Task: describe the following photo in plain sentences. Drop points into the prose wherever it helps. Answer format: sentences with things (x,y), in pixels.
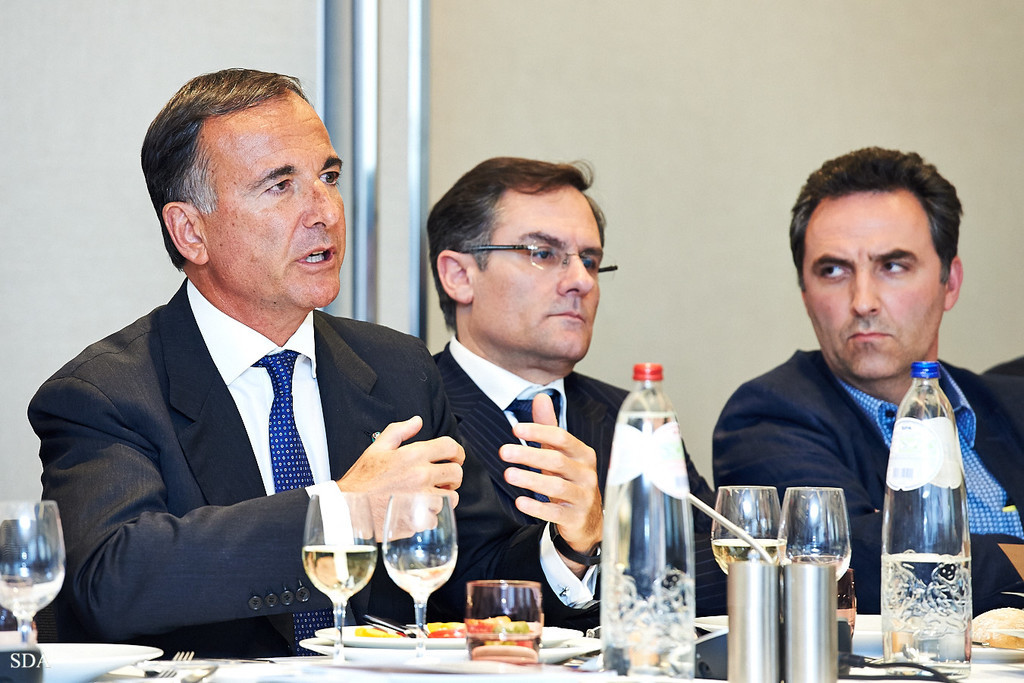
The person (256,438) in left (253,452) is sitting and speaking and there are two other persons (878,395) sitting beside him and there is a table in front of them which has water bottles (949,518), glasses (481,598) and some eatables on it.
